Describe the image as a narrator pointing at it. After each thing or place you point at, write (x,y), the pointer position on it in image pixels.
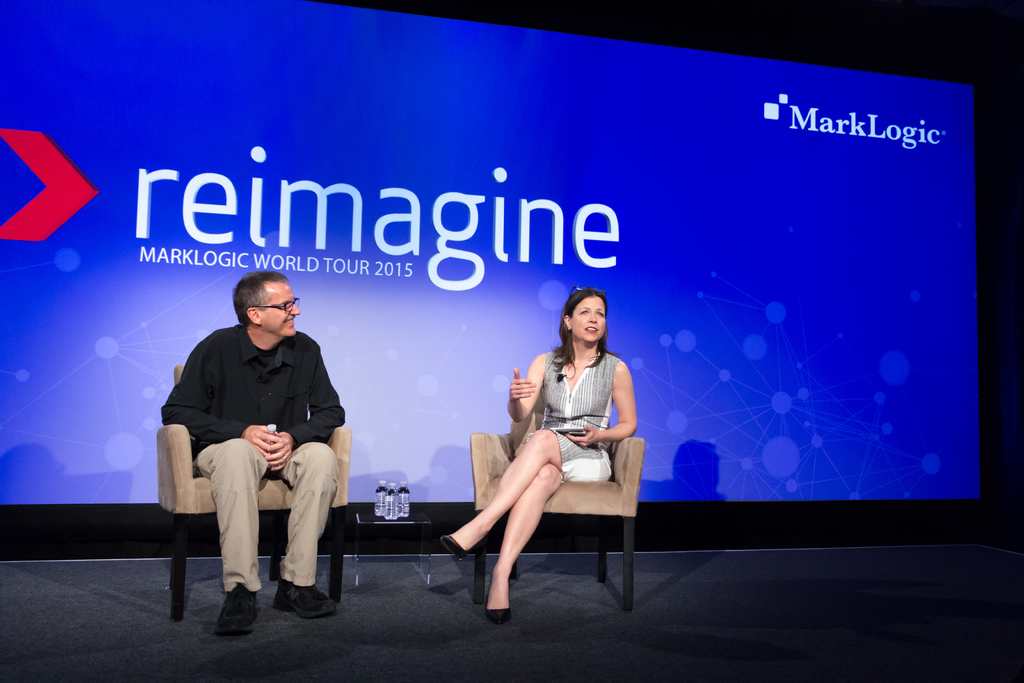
In the center of the image (521,414) we can see persons (302,437) sitting on the chairs (524,426) on the dais (530,567). In the background (700,231) there is screen (281,186).
